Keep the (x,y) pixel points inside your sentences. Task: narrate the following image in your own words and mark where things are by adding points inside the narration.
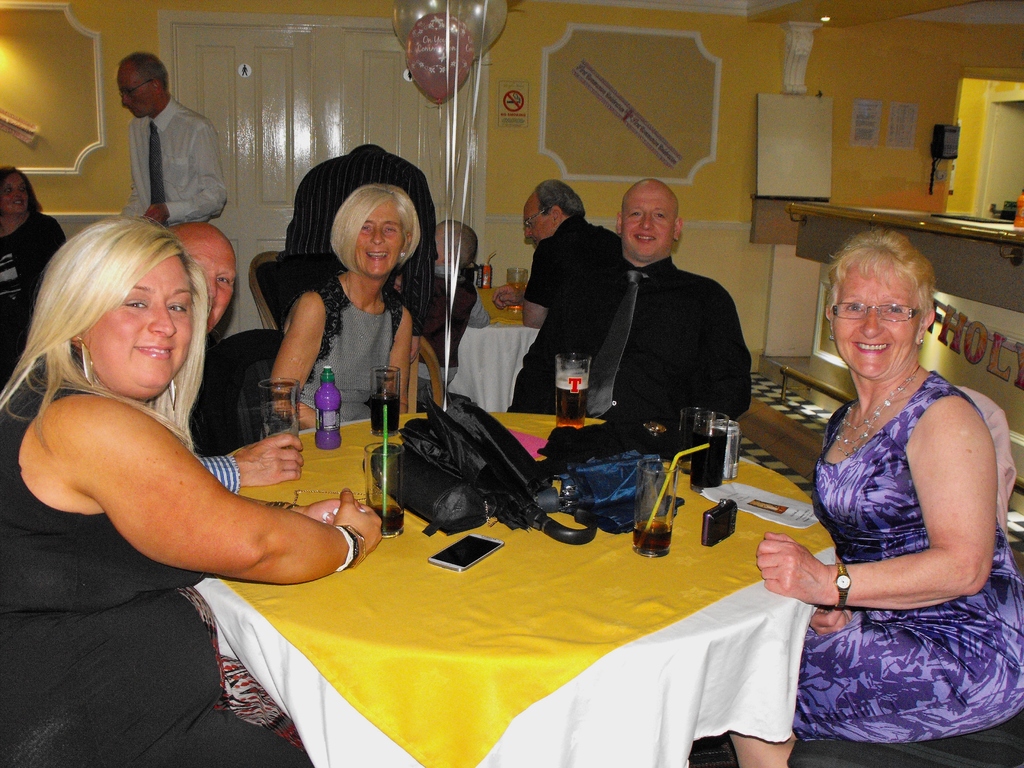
There are five people (370,324) sitting around a table (512,597). On the table (509,612) there are handbags (443,472), bottles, glasses (378,460), camera (731,524), mobile (489,551) and papers (765,491). In the background (689,102) there is a wall (687,80), door (404,104), banners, some notices (528,97). Also there are some balloons (446,98) in the center of the table (537,564).
